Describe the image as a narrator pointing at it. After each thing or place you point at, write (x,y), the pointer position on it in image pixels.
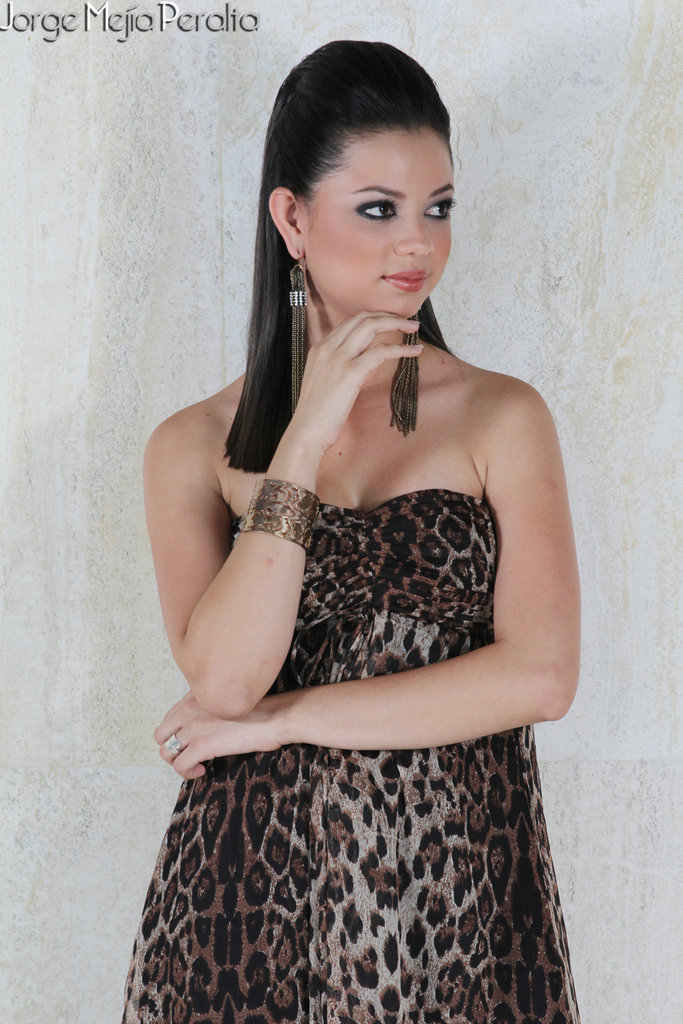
This is the woman (329,611) standing and smiling. In the background (89,707), I think this is the wall (596,181). At the top left corner of the image (122,31), I can see the watermark (59,32).
